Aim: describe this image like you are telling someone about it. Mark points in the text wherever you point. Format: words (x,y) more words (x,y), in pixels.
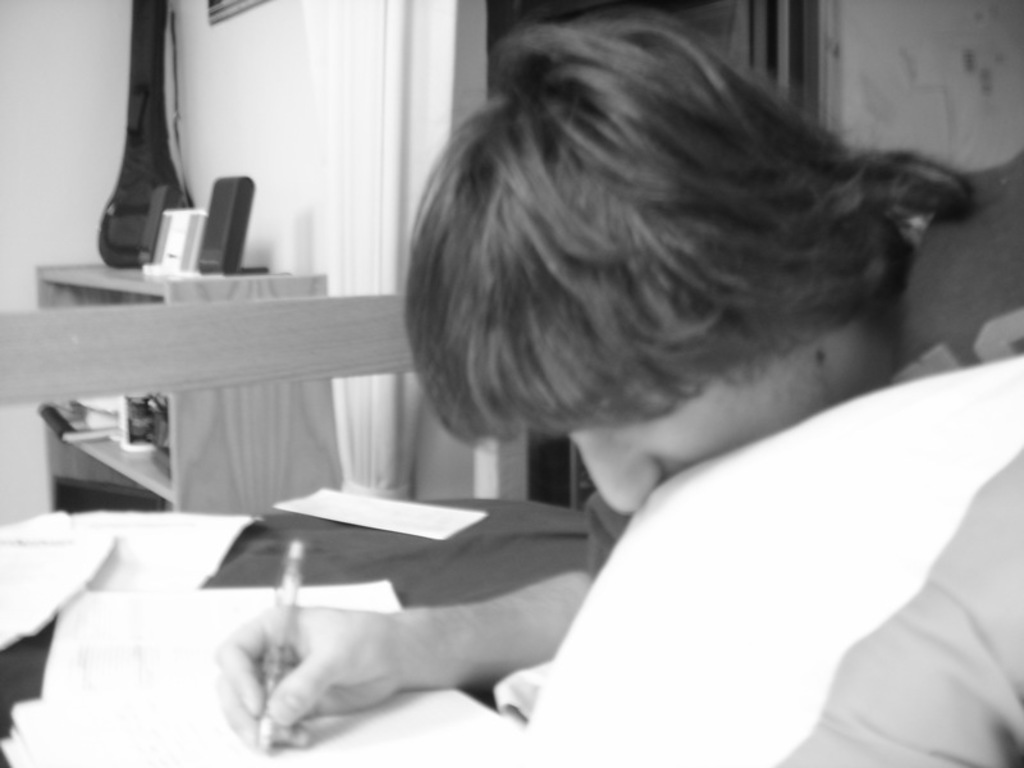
In this image, In the right side (812,722) there is a man (820,564) sitting and he is holding a pen (262,738) and he is writing something in a book (209,716) which is in white color, In the background (262,291) there is a table (241,281) in brown color on that table (244,298) there is a black color object (223,246) kept on the table (225,292), There is a white color wall (96,250).
